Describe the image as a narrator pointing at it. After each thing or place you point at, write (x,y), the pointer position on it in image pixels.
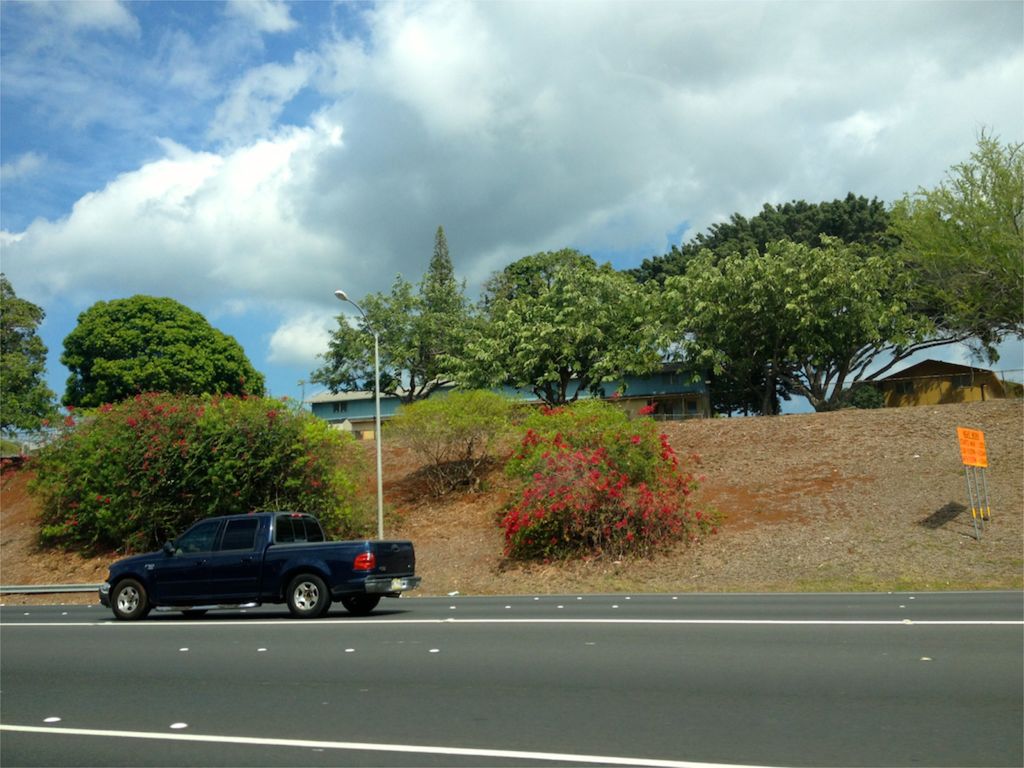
In the center of the image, we can see a car (253,536) on the road (390,653) and in the background (266,420), there are trees (350,349), sheds (505,389), plants (531,411) and we can see a board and a fence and a pole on the ground (754,498). At the top (403,118), there are clouds (460,93) in the sky (540,84).
